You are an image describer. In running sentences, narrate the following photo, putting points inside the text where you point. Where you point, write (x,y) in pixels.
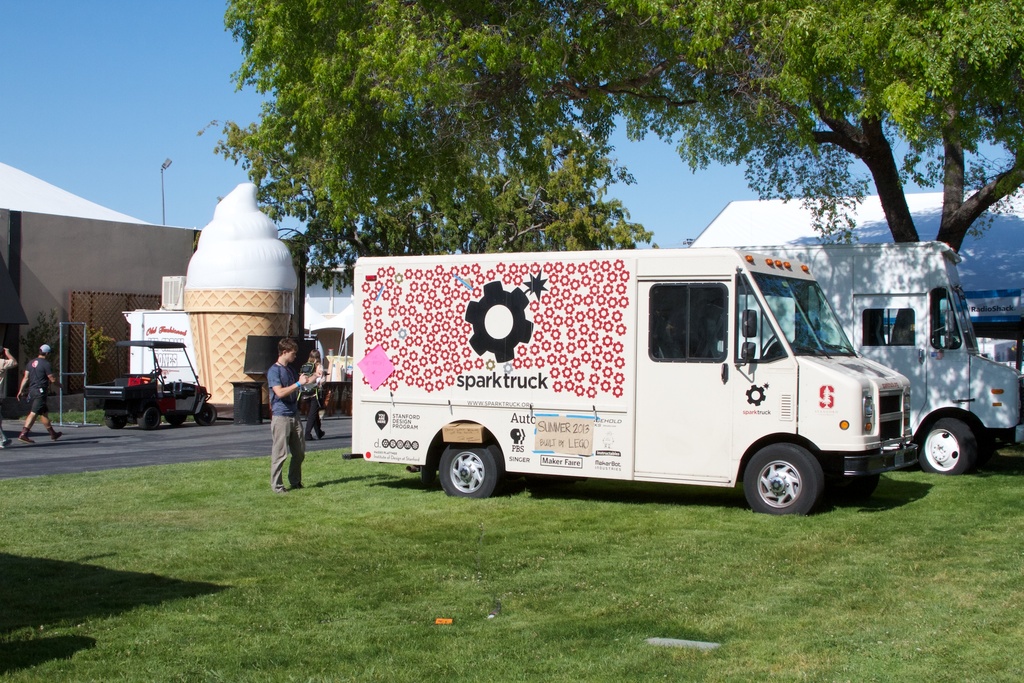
In this image we can see several vehicles (580,299) are parked on the ground (290,578). Group of persons (287,433) are standing on the ground (399,527). In the background (965,270) we can see buildings (974,258), group of trees (907,159) and sky (163,134).
